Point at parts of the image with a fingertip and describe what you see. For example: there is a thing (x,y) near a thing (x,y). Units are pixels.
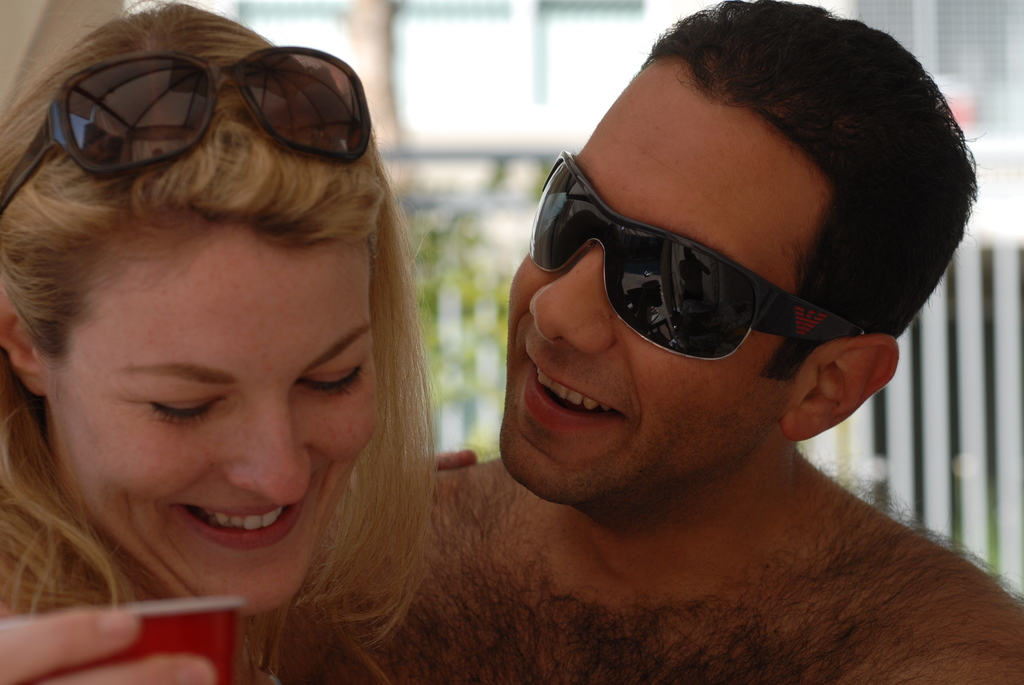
The picture consists of man (677,503) and a woman (209,394). On the left (217,580) the woman (221,431) is holding a cup (136,652). On the right (760,142) there is a man (623,524) wearing spectacles (658,312). The background (1019,364) is blurred. In the background (959,27) there are trees (478,328) and buildings (451,14). Both are smiling.
